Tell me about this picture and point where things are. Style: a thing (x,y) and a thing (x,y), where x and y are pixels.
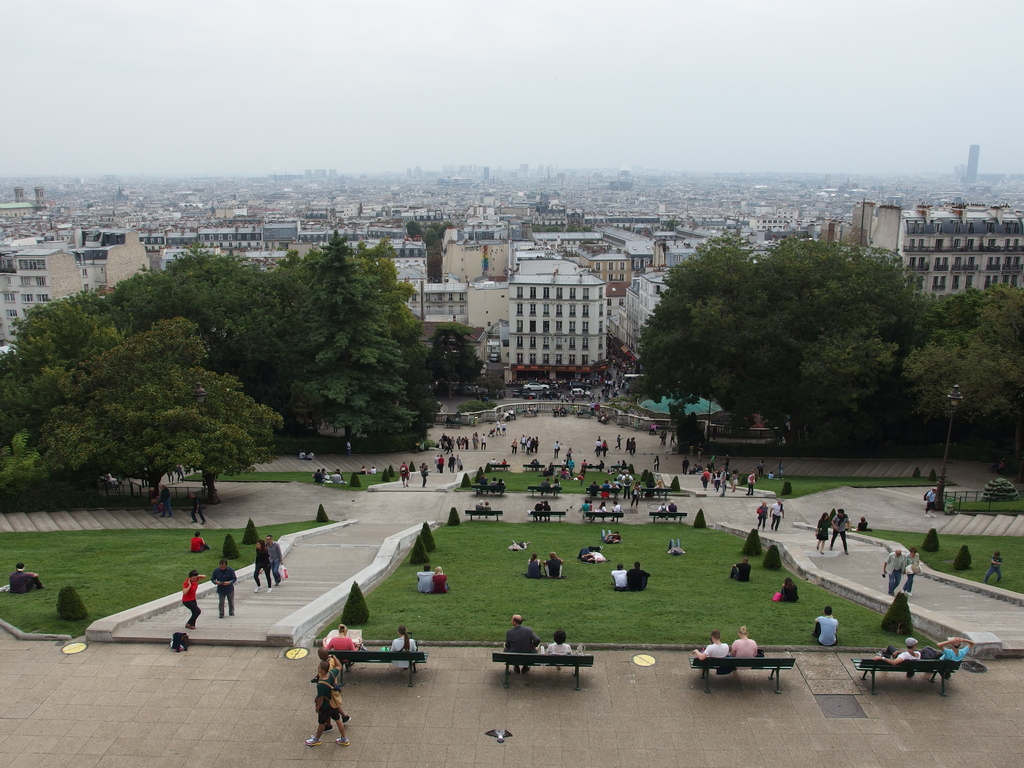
In this picture we can see a group of people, some people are standing, some people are sitting, some people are walking and in the background (360,409) we can see buildings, trees (360,409), sky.
